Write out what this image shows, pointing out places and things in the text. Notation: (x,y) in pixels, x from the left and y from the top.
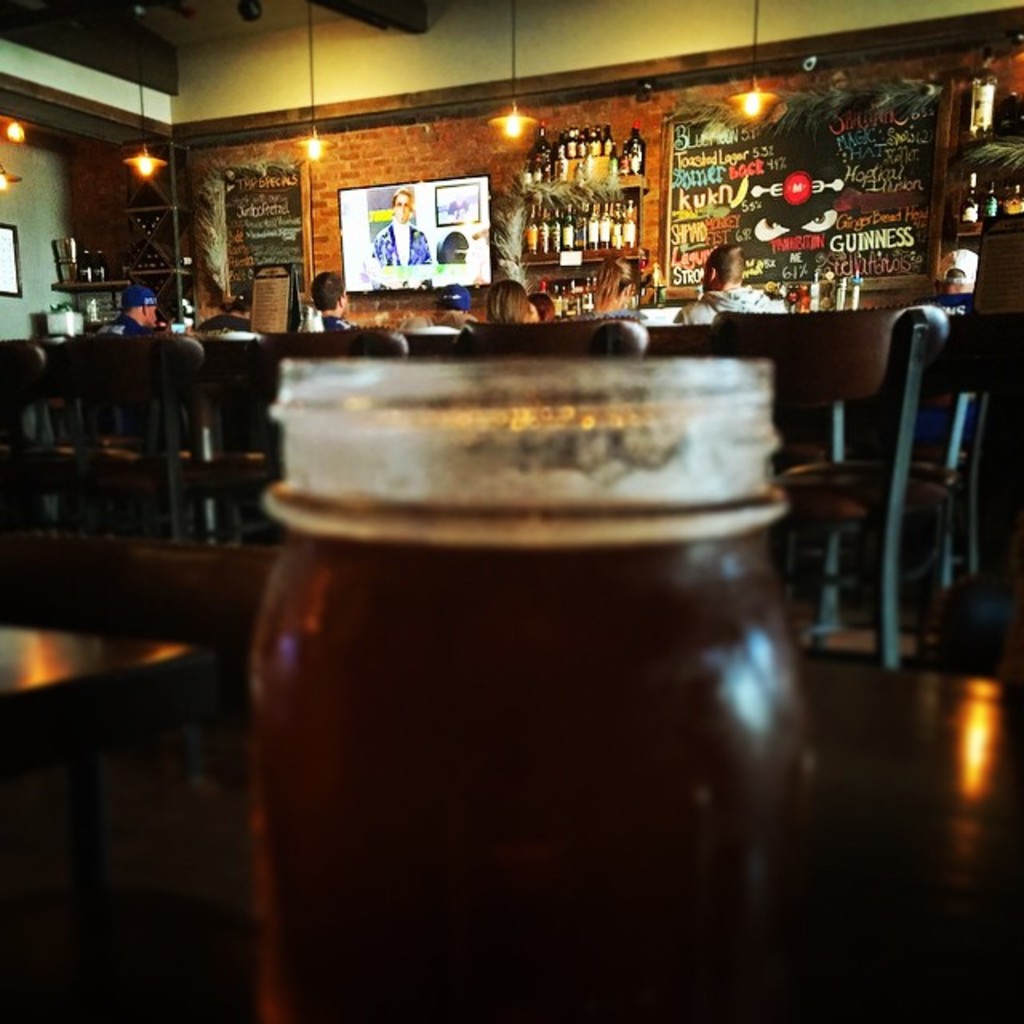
Here we can see a jar (584,427) on the table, and at back (246,315) a group of people (234,309) are sitting on the chair (485,353), and in front here is the wall (647,149) and television (440,185) attached to it, and here are the wine bottles (557,171), and here are the lights (505,117).
